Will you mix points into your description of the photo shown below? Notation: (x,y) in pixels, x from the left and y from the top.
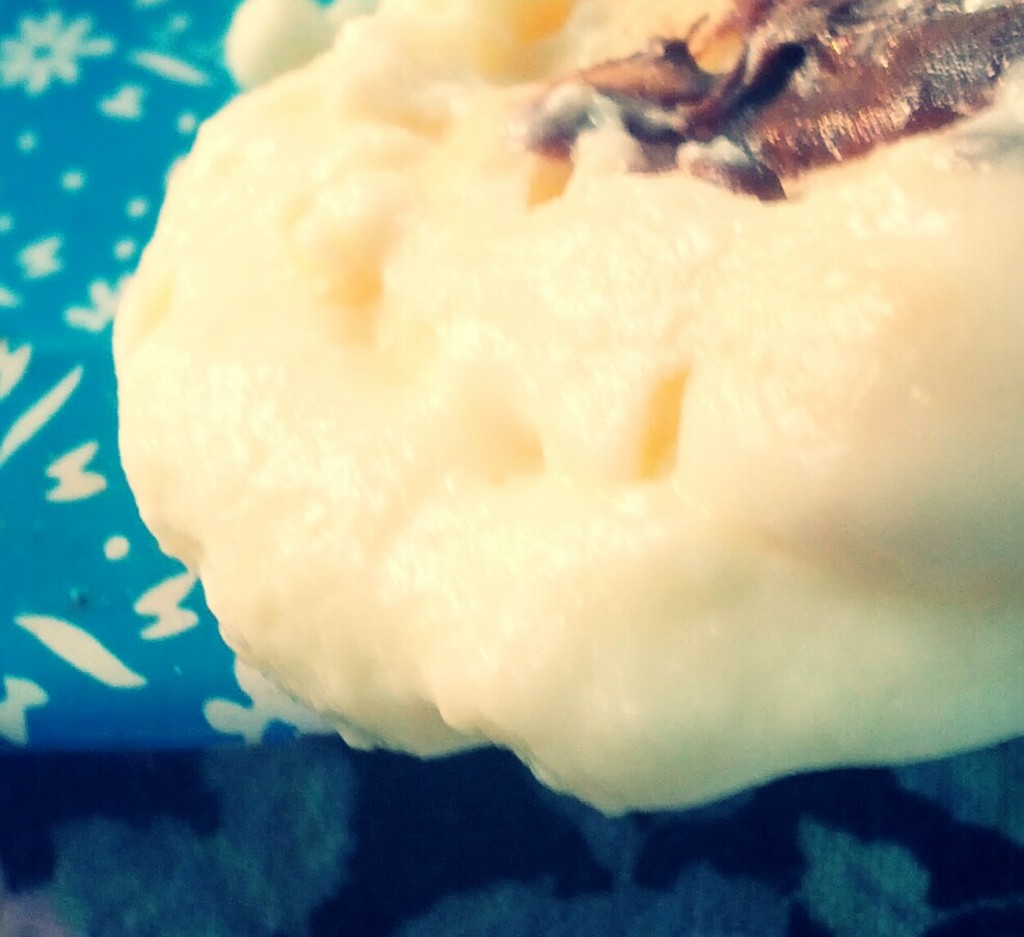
In this image I can see the food (551,514) which is in white and brown color and at left (86,326) I can see a blue color object (78,477).
